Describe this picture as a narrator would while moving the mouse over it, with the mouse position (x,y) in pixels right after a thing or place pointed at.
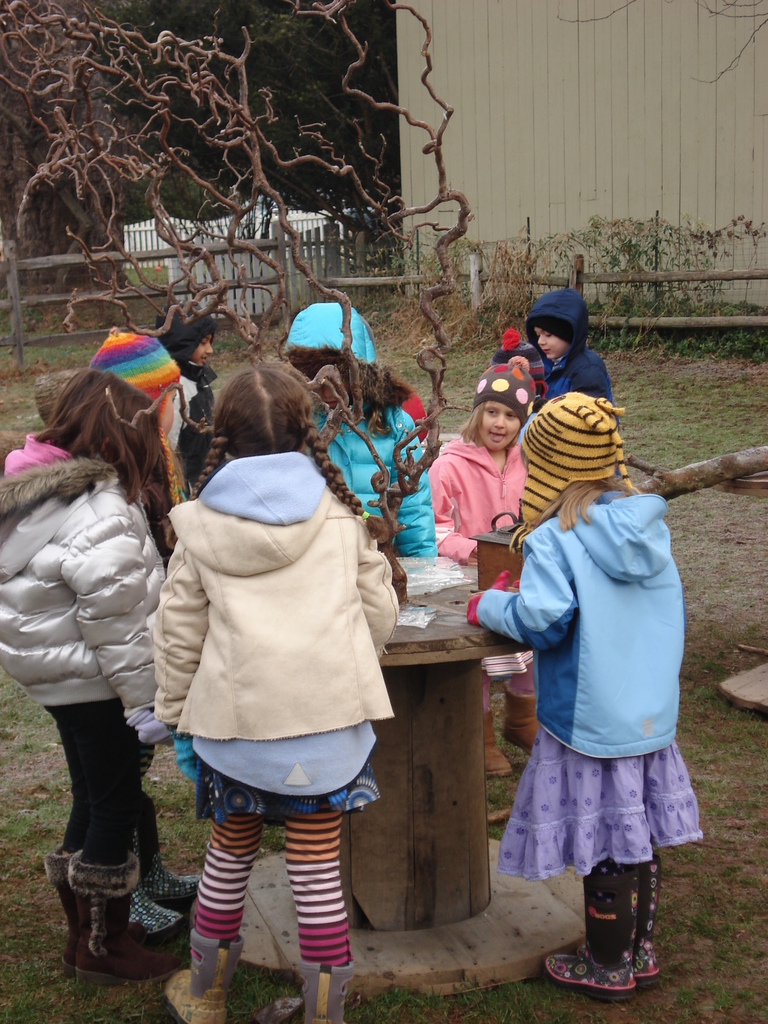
Children (336,577) are standing. There is a wooden table (425,725) at the center (454,676) on which there are few items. There is a grass (745,416) and fences (331,246) at the back (329,237). There is a wall (515,42) and trees (207,3) are present behind them.
